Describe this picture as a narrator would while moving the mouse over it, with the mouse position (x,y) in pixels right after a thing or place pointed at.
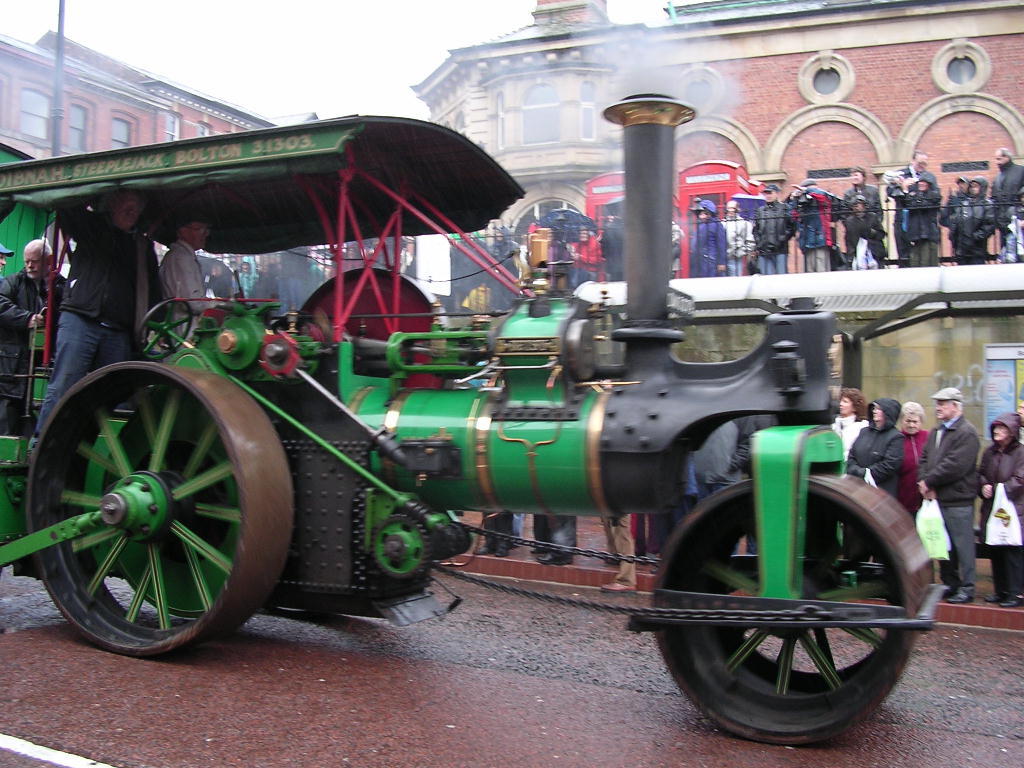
In this picture there is an engine (347,355) in the center of the image (531,355) and there are buildings (696,159) at the top side of the image (899,11), there are people (730,252) those who are standing on the right side of the image (858,226).
